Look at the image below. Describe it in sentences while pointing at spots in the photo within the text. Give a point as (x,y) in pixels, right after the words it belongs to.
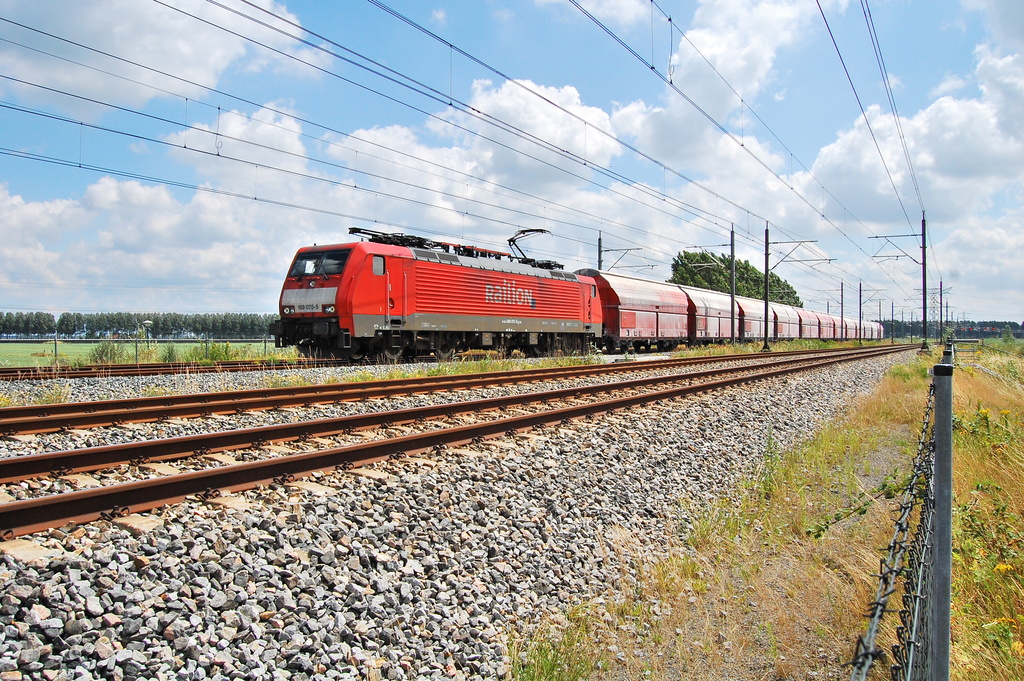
In this image there is a train (432,251) on the rail track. Rail tracks (421,418) are on the land (462,484) having few rocks (534,515), grass (671,574) and few plants (971,512). Right side of the image (953,482) there is a fence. There are few poles (767,273) connected with wires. Background there are few trees (748,268). Top of the image (353,116) there is sky (420,101) with some clouds (131,54).
